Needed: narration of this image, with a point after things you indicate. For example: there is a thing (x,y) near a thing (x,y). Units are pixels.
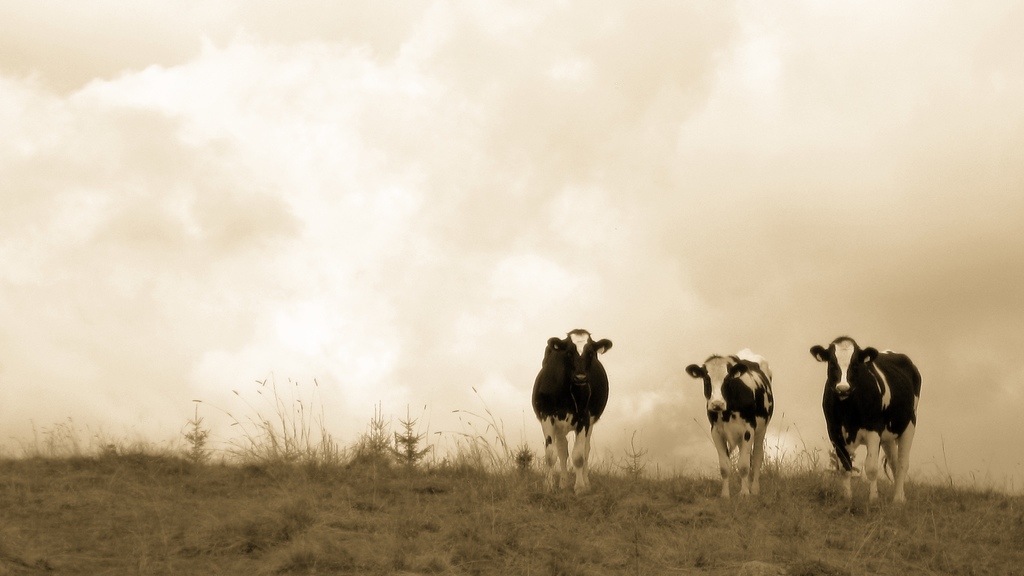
In this image I can see 3 cows (583,488) standing on the grass (368,538). There are clouds (342,249) in the sky (216,415).
